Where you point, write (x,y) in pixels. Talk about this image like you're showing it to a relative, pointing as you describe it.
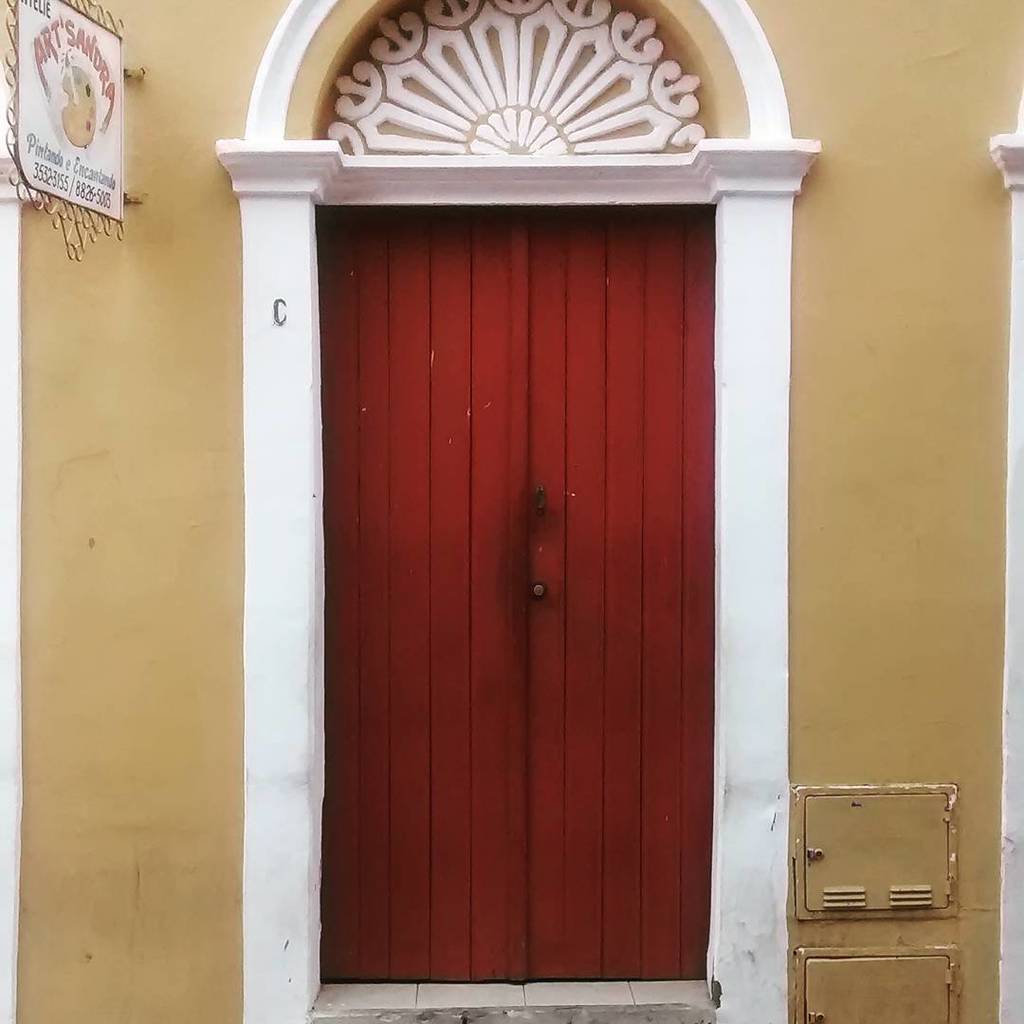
In this image, we can see a door (379,656), walls (241,650), board (92,158) and few objects (867,874). On this board (76,121), we can see some text (70,158) and figure (72,113).
